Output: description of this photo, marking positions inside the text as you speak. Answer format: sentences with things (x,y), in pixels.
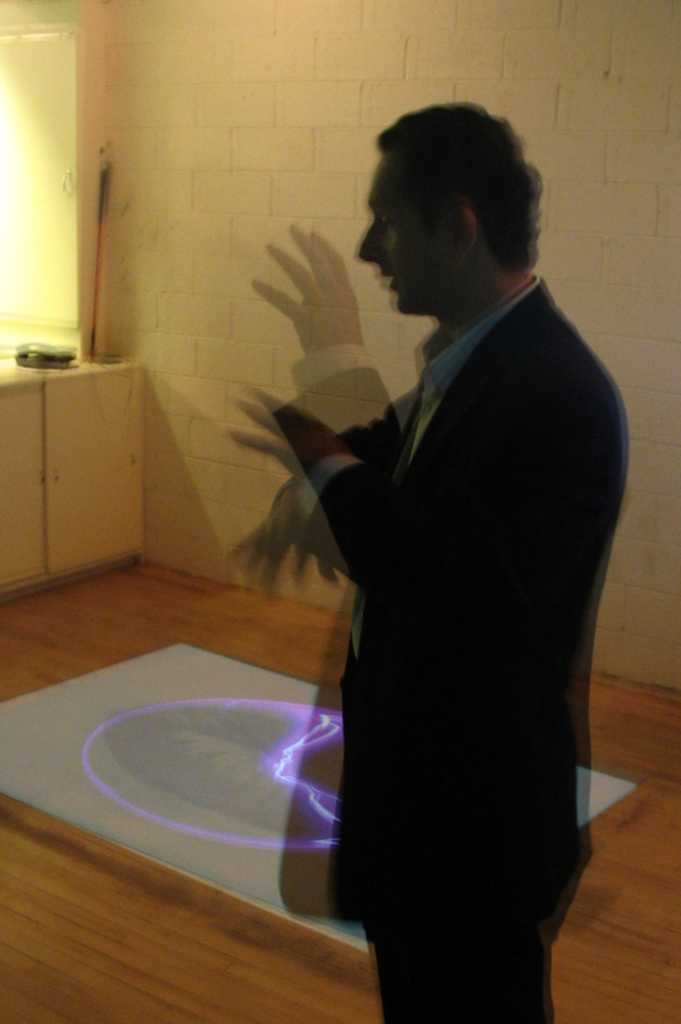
In this picture I can see a person (357,564) standing, side there is a brick wall (249,313).
